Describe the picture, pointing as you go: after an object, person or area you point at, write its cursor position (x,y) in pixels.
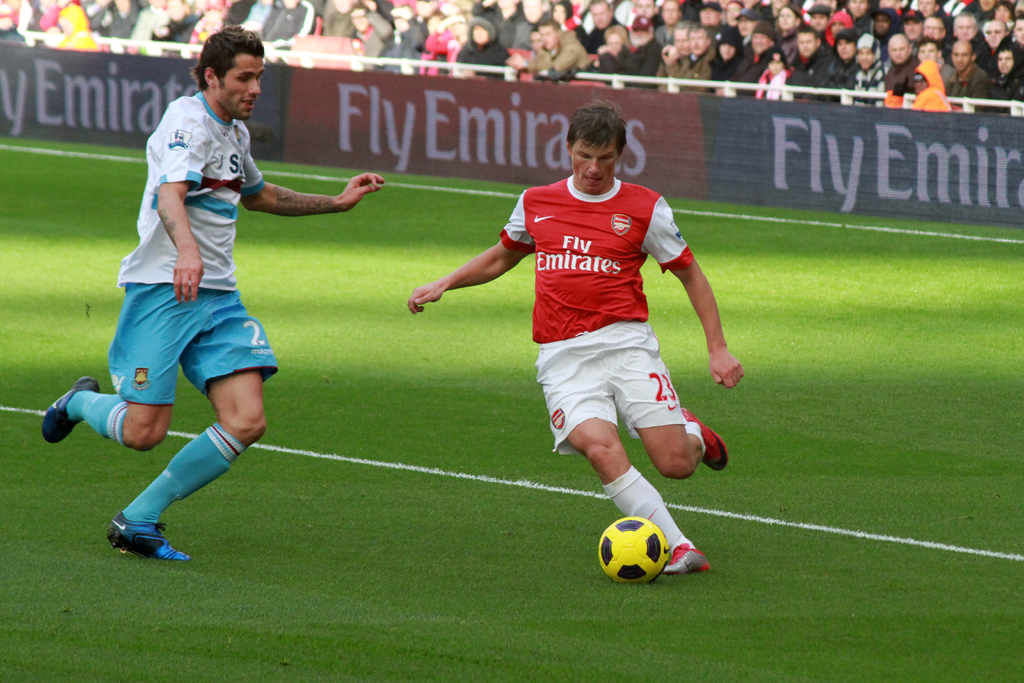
In this image, there are two persons (538,302) wearing clothes (554,306) and playing a football (608,549). There is a crowd (644,10) at the top of the image (329,21).
